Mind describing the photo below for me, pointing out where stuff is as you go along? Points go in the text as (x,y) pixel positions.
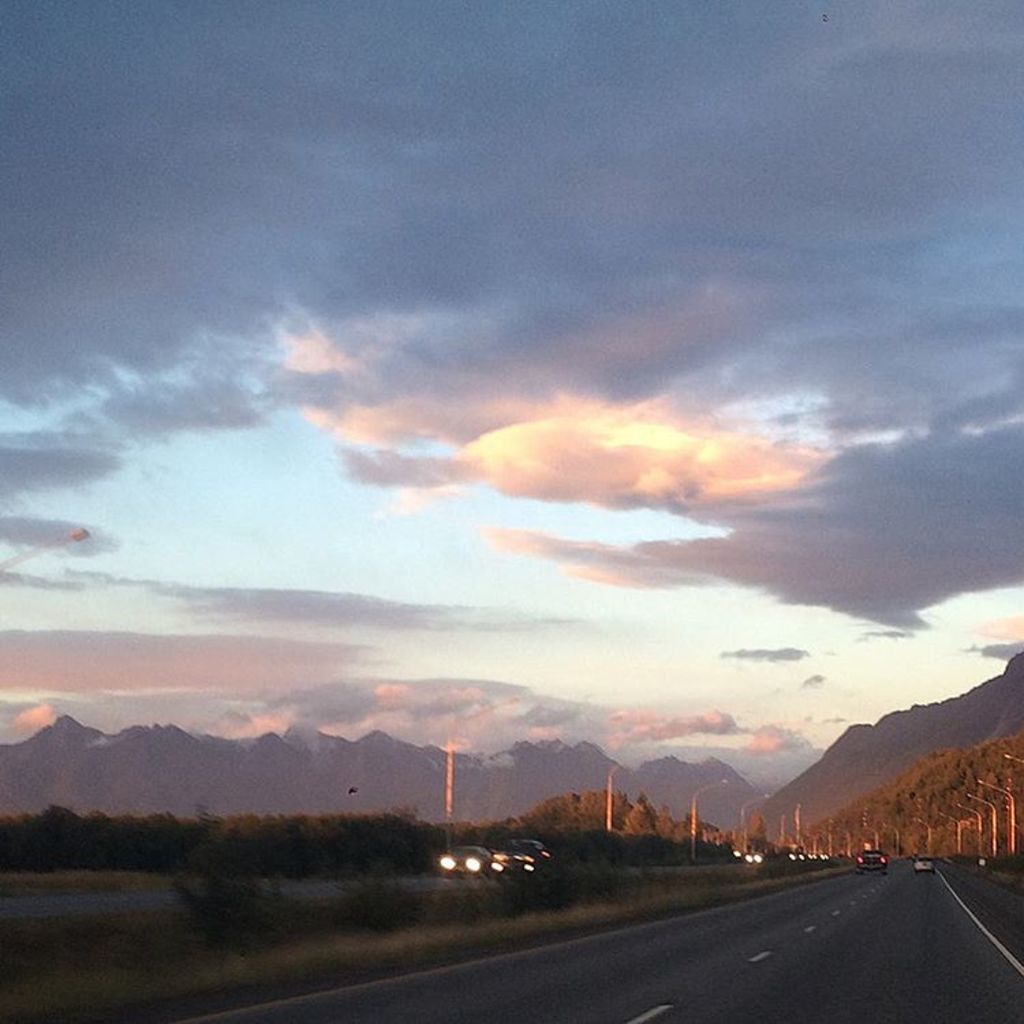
In this picture we can observe a road (783,953). There are some vehicles (485,859) moving on this road (871,874). On the divider (756,882) there are some plants (408,905). We can observe some poles (450,772) on either sides of the road (854,947). There are some trees (327,847). In the background (700,757) there are hills (308,770) and a sky (379,603) with clouds (350,373).
